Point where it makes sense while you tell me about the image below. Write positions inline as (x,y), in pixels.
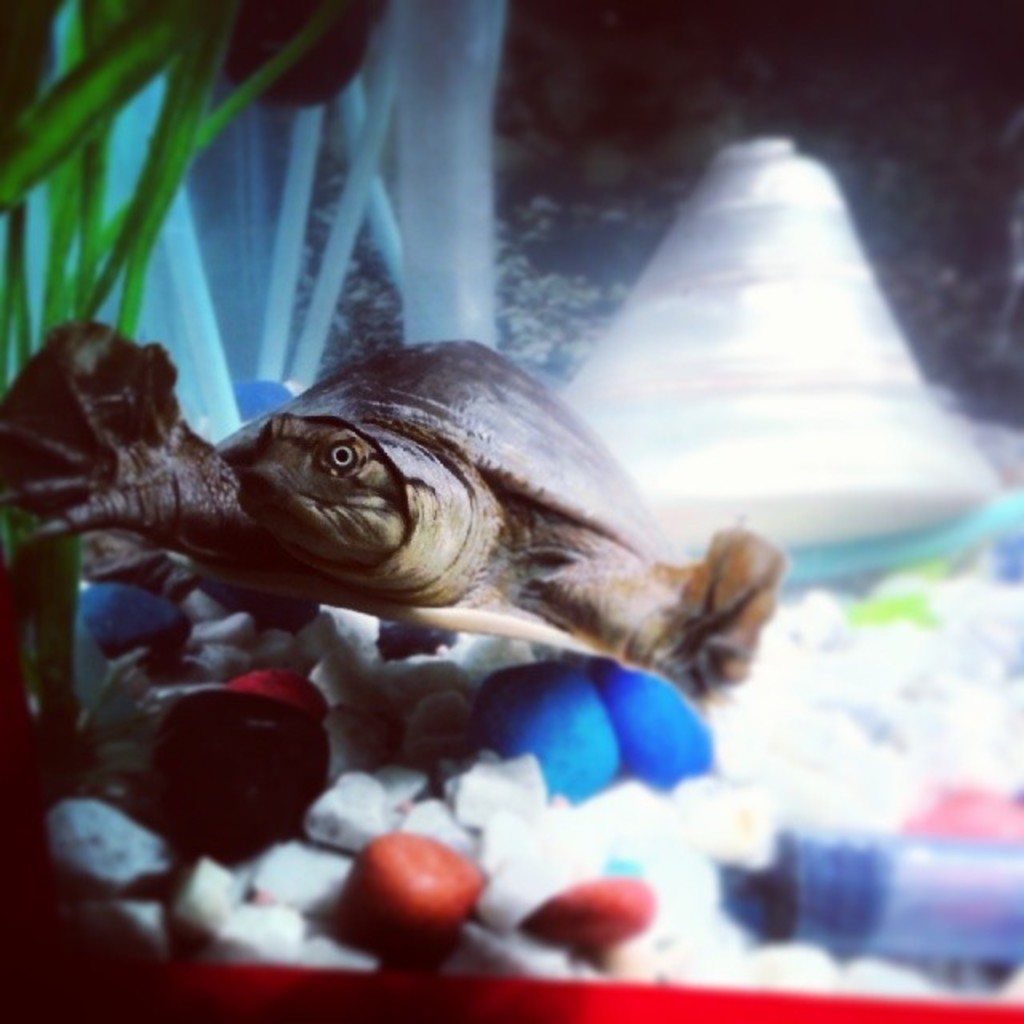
This is a picture of an aquarium (45,762). At the bottom (516,748) there are pebble stones (670,765). In the center of the picture (551,483) there is a tortoise (336,514). On the left (131,206) there are water plants (81,167). In the background (442,185) there are pipes (385,194).
